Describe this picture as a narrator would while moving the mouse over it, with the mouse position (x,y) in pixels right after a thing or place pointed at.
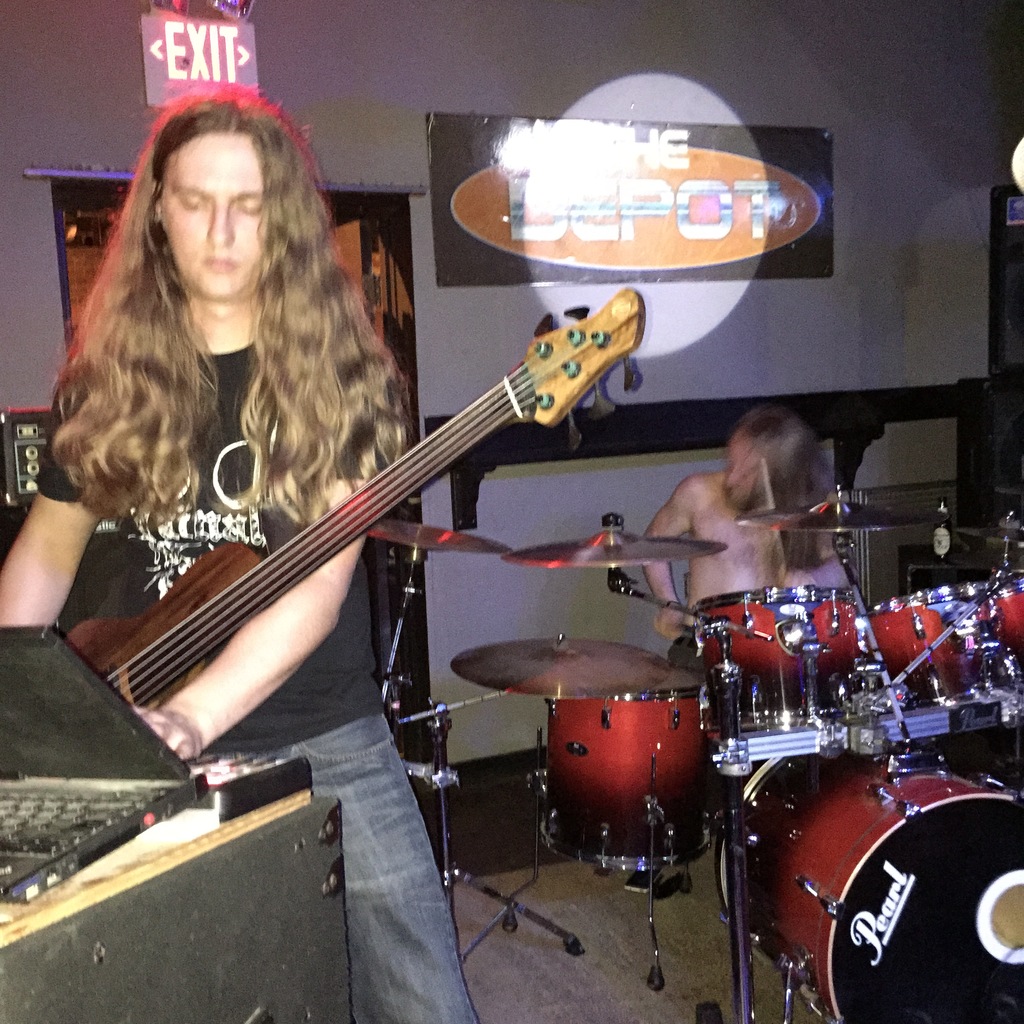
On the left side of the image (173,851) there is a table (146,864) with a laptop (98,840). Behind the table (89,881) there is a man (306,466) standing and holding a guitar (446,448). On the right side of the image (901,585) there is a musical instrument (754,718). Behind that there is a man (775,557) sitting. In the background (39,241) there is a wall (641,22) with posters (443,144) and light (627,254).
